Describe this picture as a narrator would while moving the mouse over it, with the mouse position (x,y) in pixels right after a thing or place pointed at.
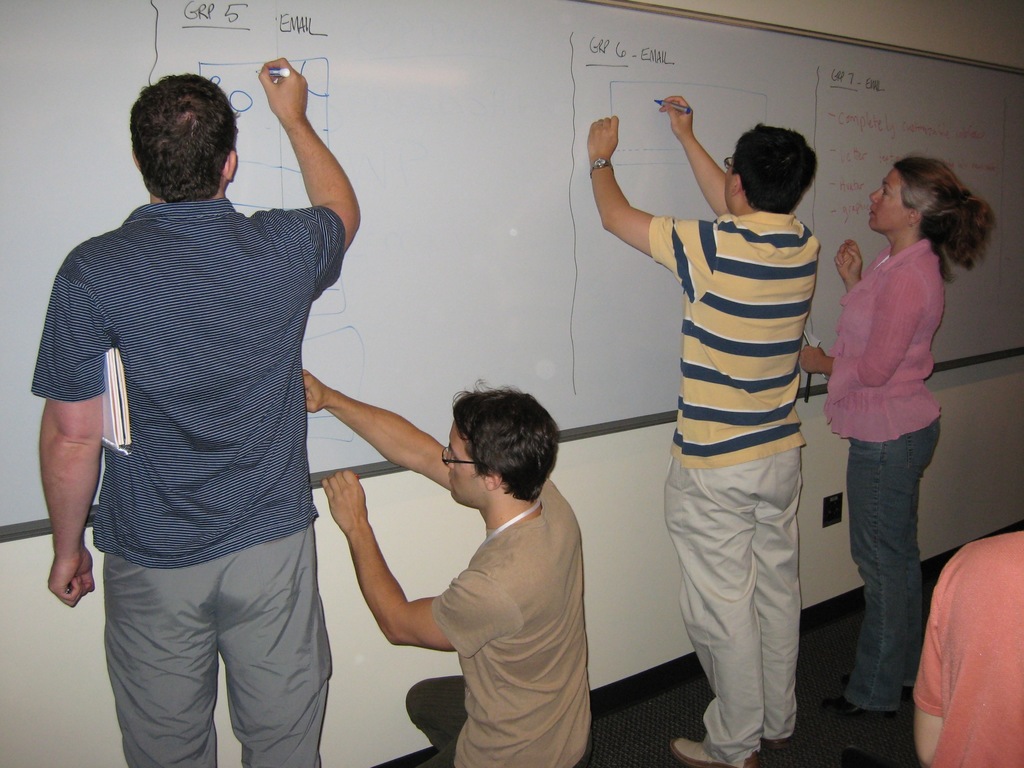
In this image there are two persons (808,311) standing on the right side of this image (803,357) and there is one person (219,432) on the left side of this image (221,424). There is one person (533,607) sitting in middle of this image (491,507) and there is one person (987,605) in the bottom right corner of this image (952,652). There is a white color board (464,239) on the top of this image (436,194).
